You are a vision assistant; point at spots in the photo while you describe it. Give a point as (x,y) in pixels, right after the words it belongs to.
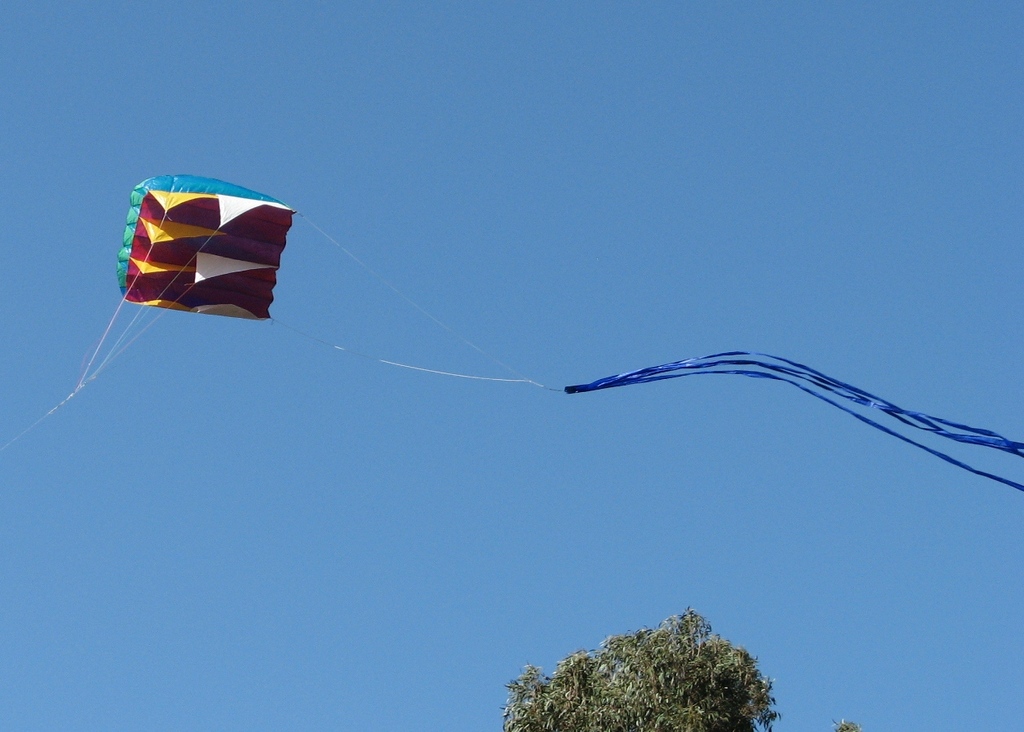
Here in this picture we can see a kite (161,226) flying in the air (558,542) and we can also see a tree (676,616) present in the bottom (681,664) over there.
